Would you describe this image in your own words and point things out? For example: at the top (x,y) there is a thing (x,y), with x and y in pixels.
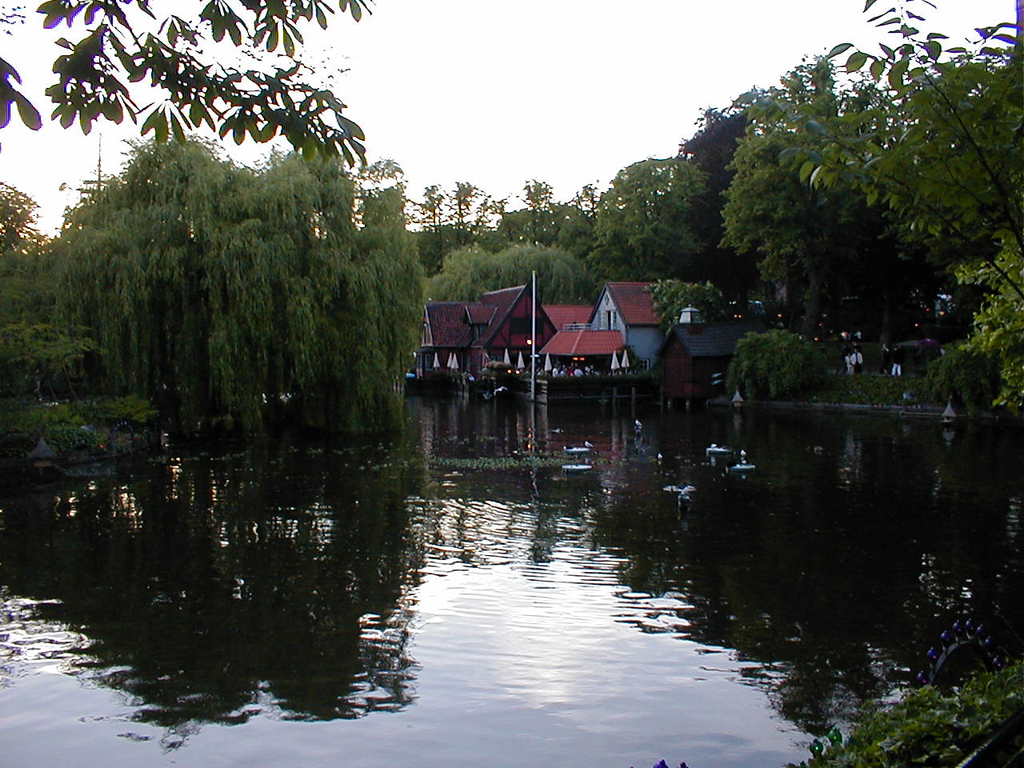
In this image there is water (525,545) at the bottom (560,575). In the water (666,470) there are few birds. In the background (509,334) there are houses (561,323) near the water (594,455). There are trees (349,320) all over the place. At the top (609,97) there is the sky (609,57). On the right side (850,352) there are few people (861,358) standing on the ground (879,365).
